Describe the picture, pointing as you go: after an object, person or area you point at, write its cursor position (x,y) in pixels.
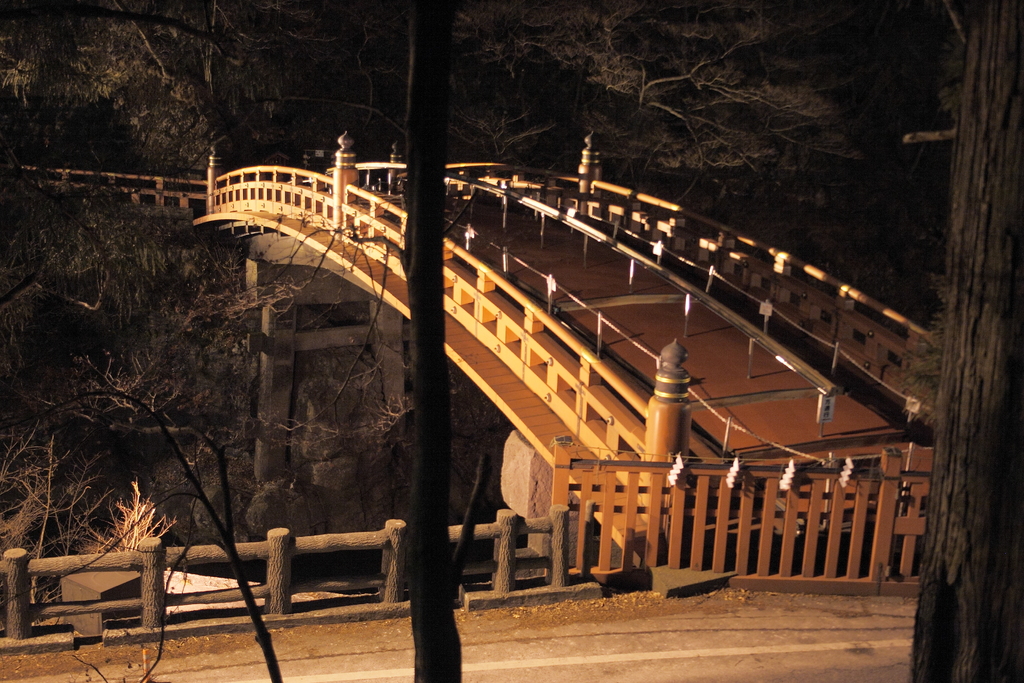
This image consists of bridge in the middle (534,389). There are trees (678,149) at the top (681,154) and middle.
